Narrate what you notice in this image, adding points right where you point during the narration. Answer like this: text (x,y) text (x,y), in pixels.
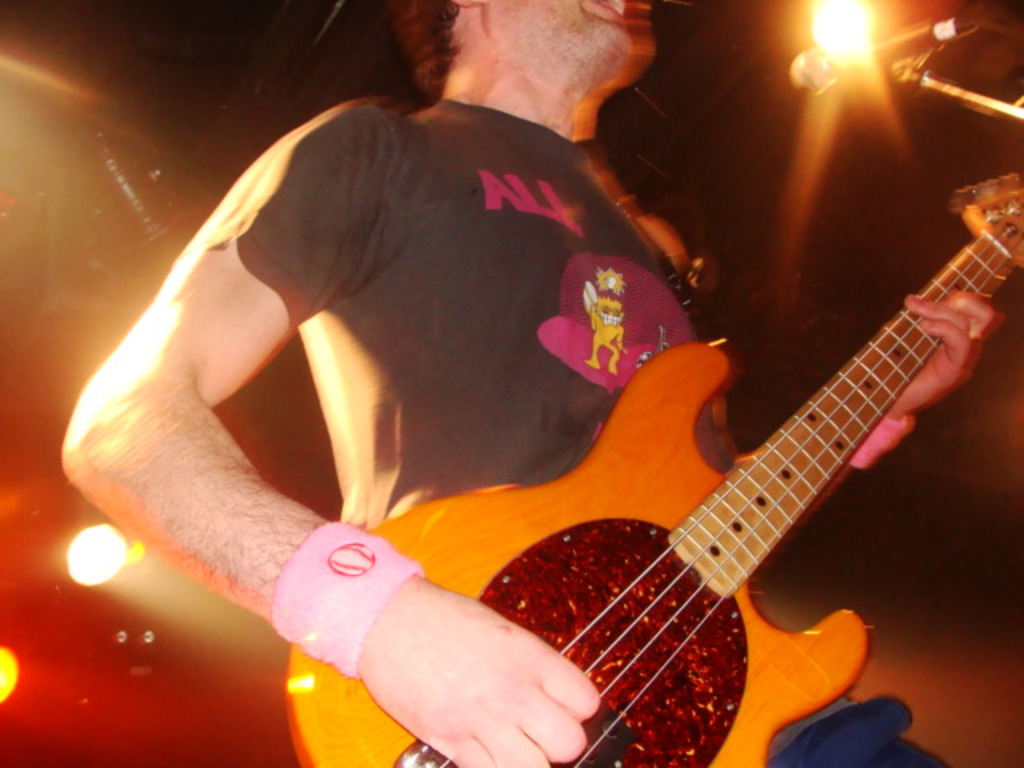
This man (388,192) is standing in-front of a mic (811,82) and plays a guitar (802,453).
